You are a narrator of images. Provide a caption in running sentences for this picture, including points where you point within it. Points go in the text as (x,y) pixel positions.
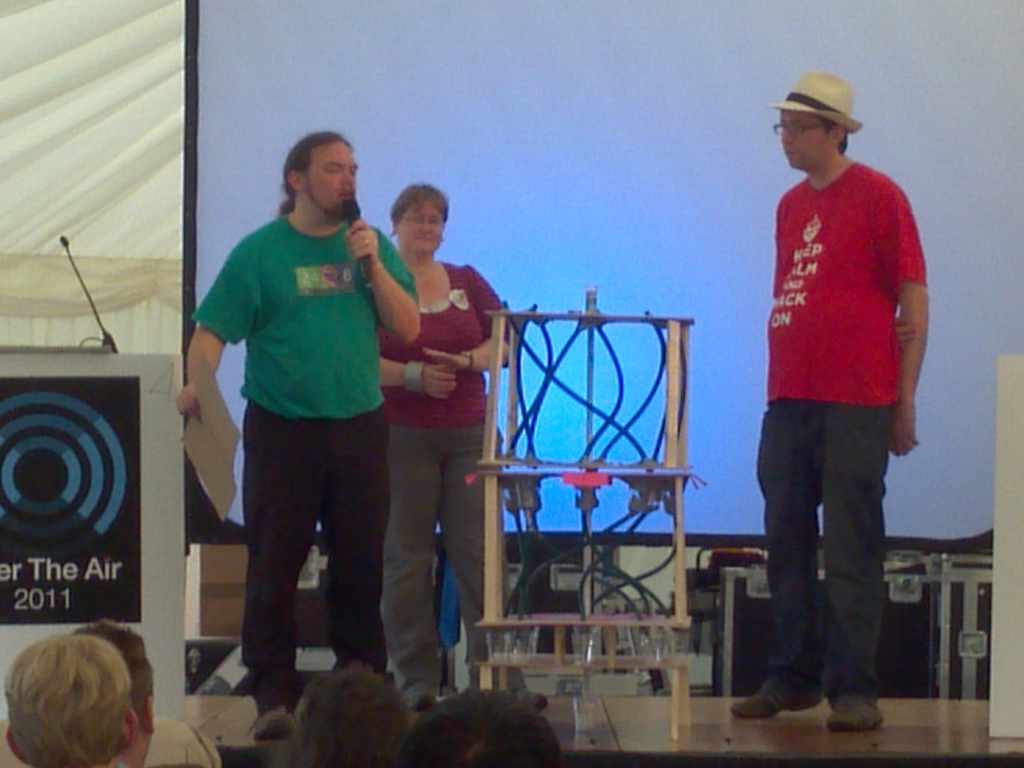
People (209,746) are present at the left (183,726). There is a microphone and its stand (23,462) at the left (84,365). 3 people (388,316) are standing on the stage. The person (827,314) at the right (826,120) is wearing a hat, red t shirt (854,247) and trousers (829,409). There is a stand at the center (642,502). The person (361,324) at the left (338,376) is wearing a green t shirt (321,315) and holding a microphone (369,269) in his hand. There is a projector display (645,247) behind them and there is a white background (146,306).
